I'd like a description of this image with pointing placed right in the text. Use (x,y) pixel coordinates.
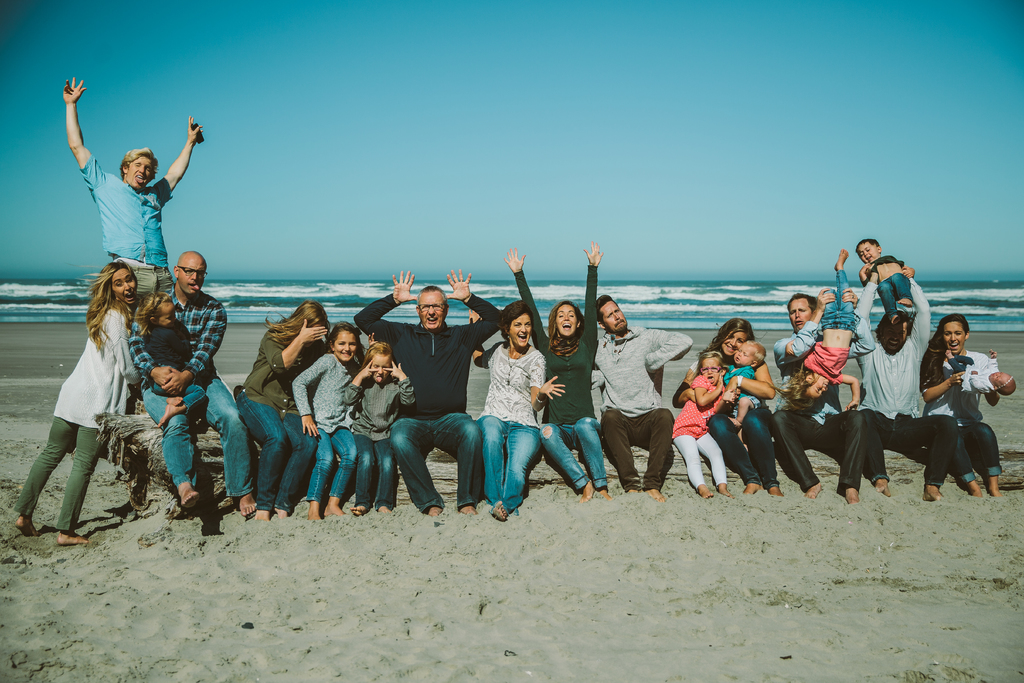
In this image in the center (501,386) there are a group of people (607,364) who are sitting and some of them are holding babies (963,376), at the bottom (337,579) there is sand (953,581) and in the background (243,309) there is a beach (287,303) and at the top of the image (437,148) there is sky (595,172).
